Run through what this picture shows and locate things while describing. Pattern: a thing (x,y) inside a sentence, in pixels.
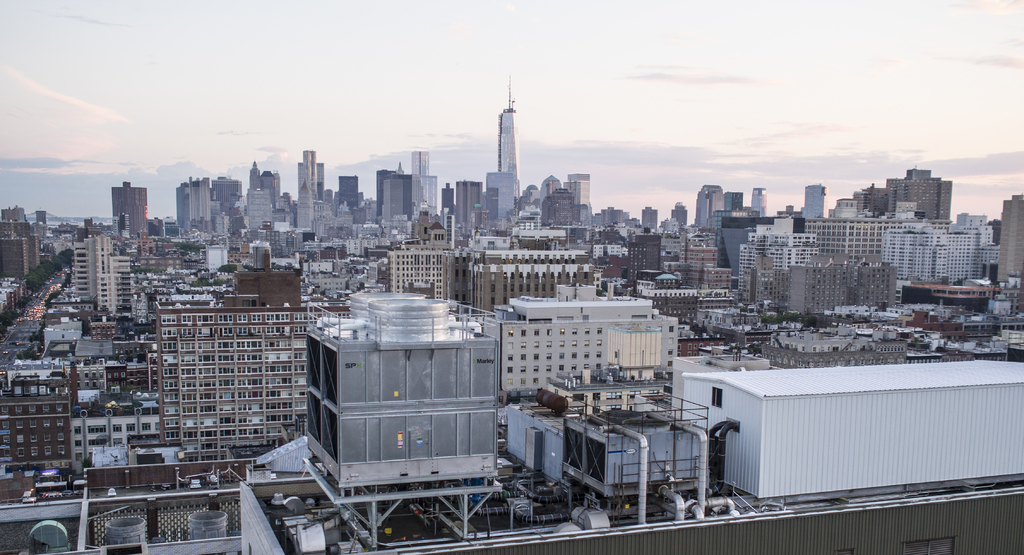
This is a aerial view. In this image we can see many buildings (208,309), cars (28,312) and road (30,309). In the background (291,118) there is a sky (461,102).
